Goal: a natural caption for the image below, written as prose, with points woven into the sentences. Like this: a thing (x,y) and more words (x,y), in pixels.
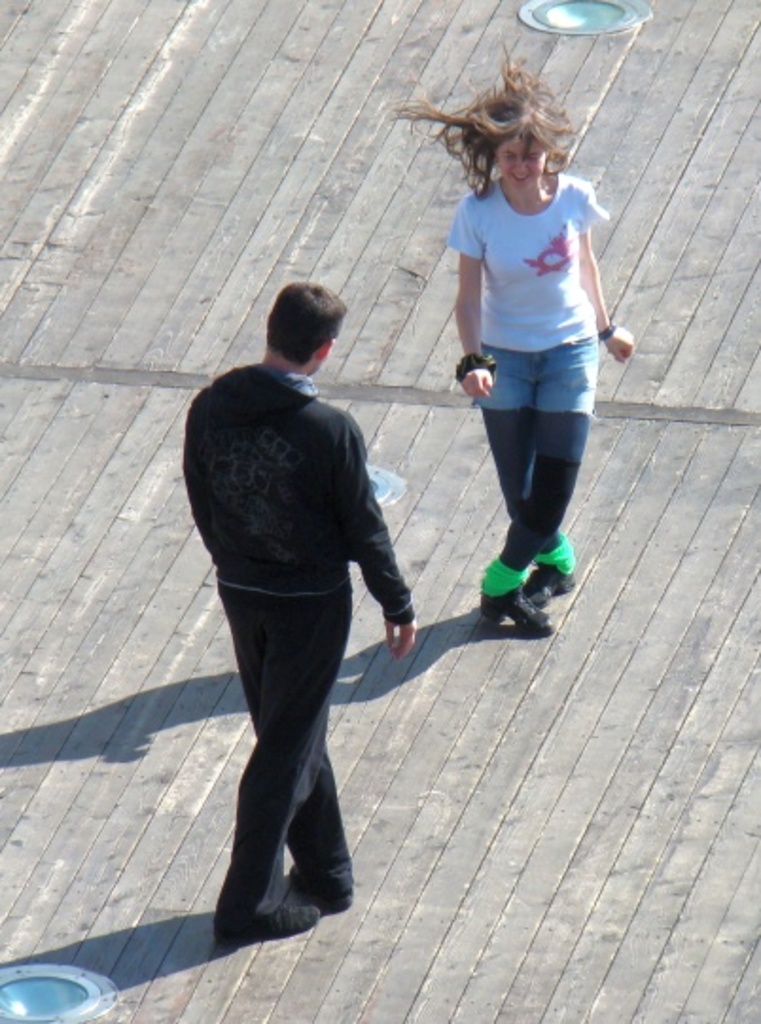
In this picture I can see a man (337,544) and a woman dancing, and there are some objects (544,15).
